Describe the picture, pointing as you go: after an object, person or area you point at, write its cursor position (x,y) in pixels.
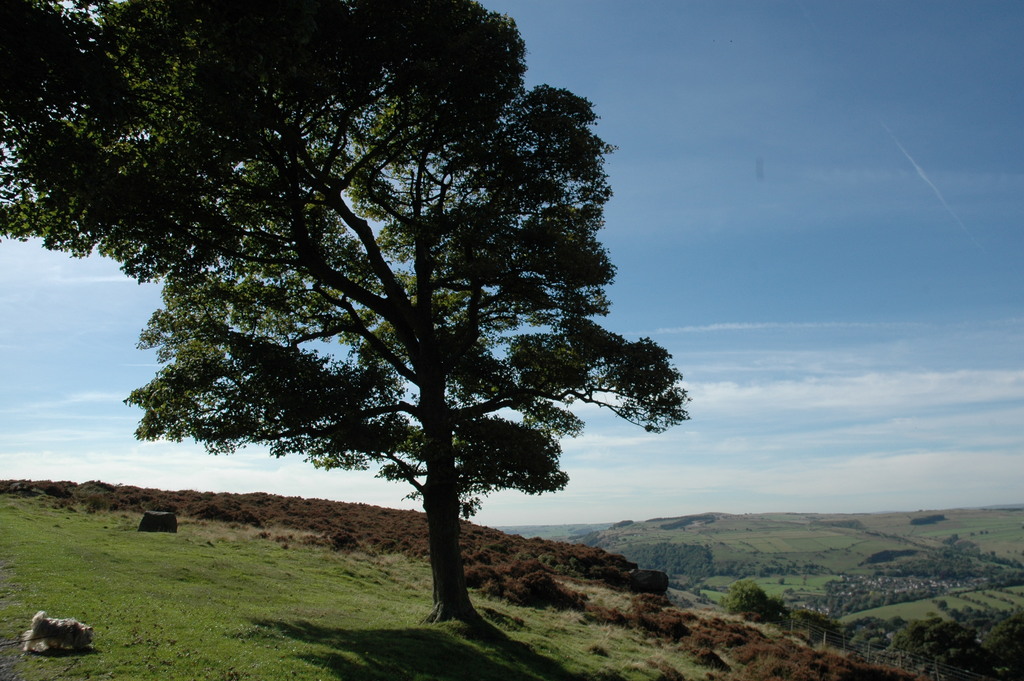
There is a grassy land (345,582) and trees (377,457) are present at the bottom of this image (377,584) and the sky (647,252) is in the background (669,338). We can see a dog (89,631) in the bottom left corner of this image (72,643).
